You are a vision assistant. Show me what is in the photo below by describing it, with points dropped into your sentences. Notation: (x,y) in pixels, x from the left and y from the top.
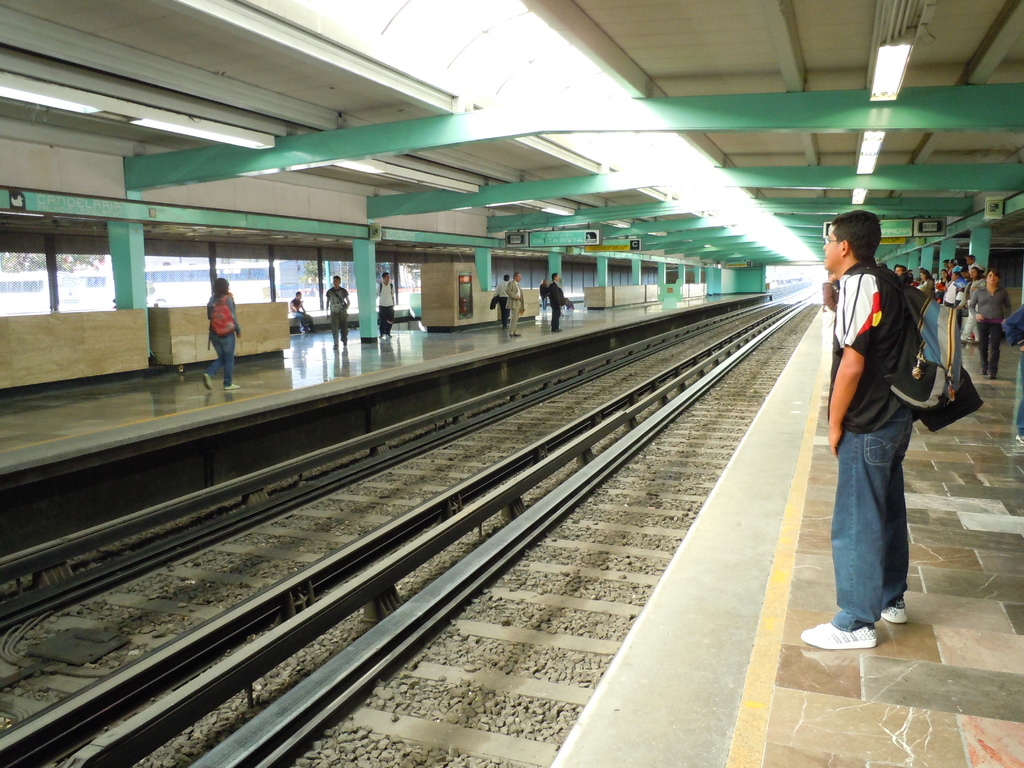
There is a railway station (494,356). There are people (955,271) standing on the platform (730,634). There are track (722,332) at the center (575,496). There are boards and lights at the top (565,234).
